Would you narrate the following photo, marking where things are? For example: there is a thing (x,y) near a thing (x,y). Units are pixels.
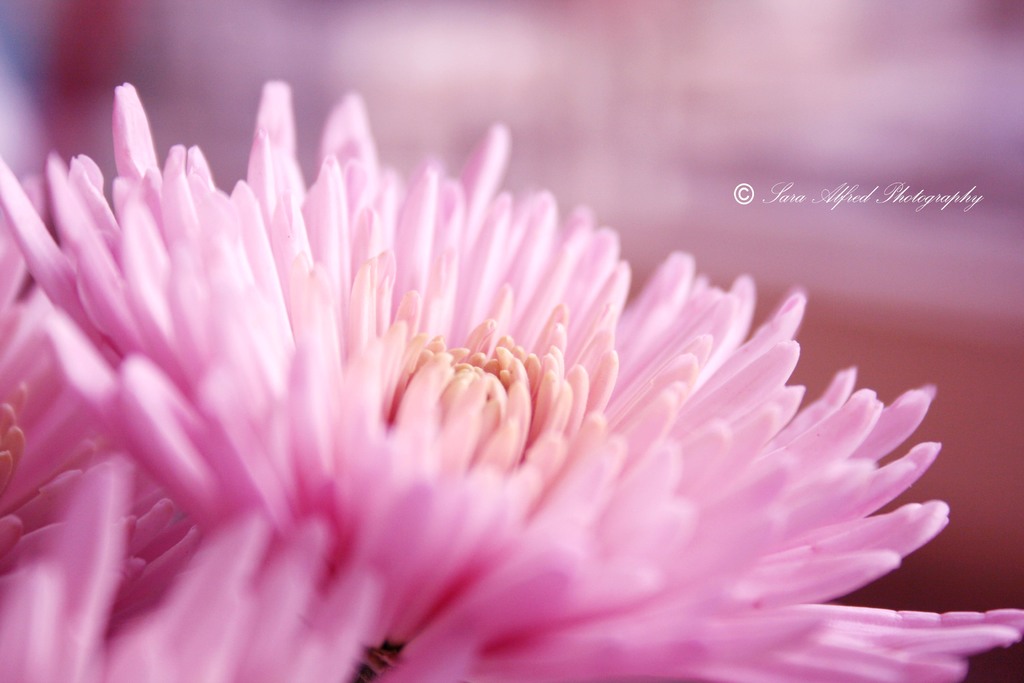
This is the picture of a flower (372,399) to which there are pink color petals (474,375).
